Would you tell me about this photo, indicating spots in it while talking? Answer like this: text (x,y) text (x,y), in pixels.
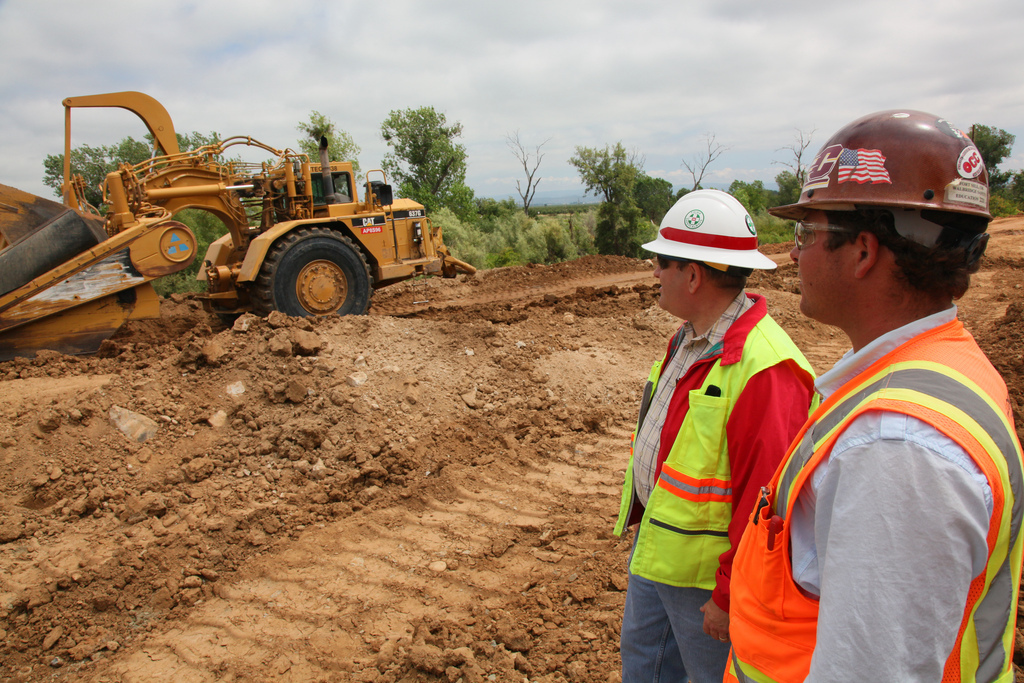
On the right side of this image (734,407) I can see two men (843,419) standing and looking at the bulldozer (96,233) which is in the background (63,272). Both are wearing jackets (762,365) and helmets (741,227) on their heads (691,268). At the bottom of the image (216,460) I can see the mud (313,504). In the background (394,170) there are some trees (528,181). On the top of the image (484,71) I can see the sky (302,62).
